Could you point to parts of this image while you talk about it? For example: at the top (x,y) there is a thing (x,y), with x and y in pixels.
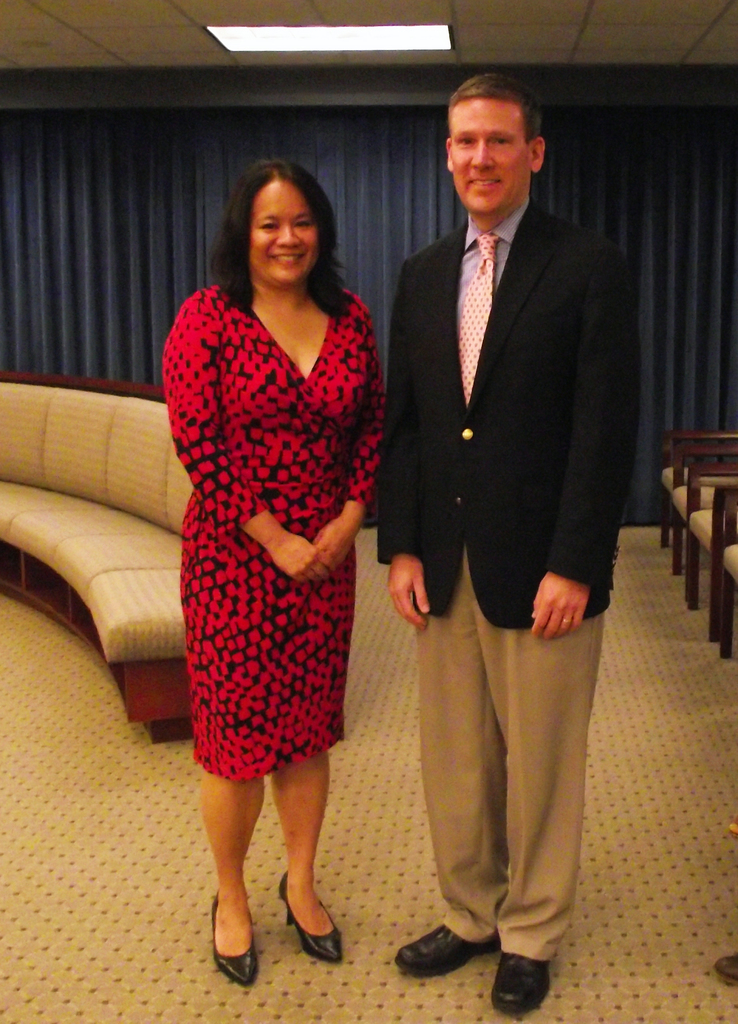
In this image there is a man (542,557) and woman (259,383) standing on a floor (306,977), in the background (174,560) there is a sofa (94,519), chairs (667,517) and a blue curtain (124,147), at the top (42,28) there is a ceiling (181,7) and a light (403,47).
